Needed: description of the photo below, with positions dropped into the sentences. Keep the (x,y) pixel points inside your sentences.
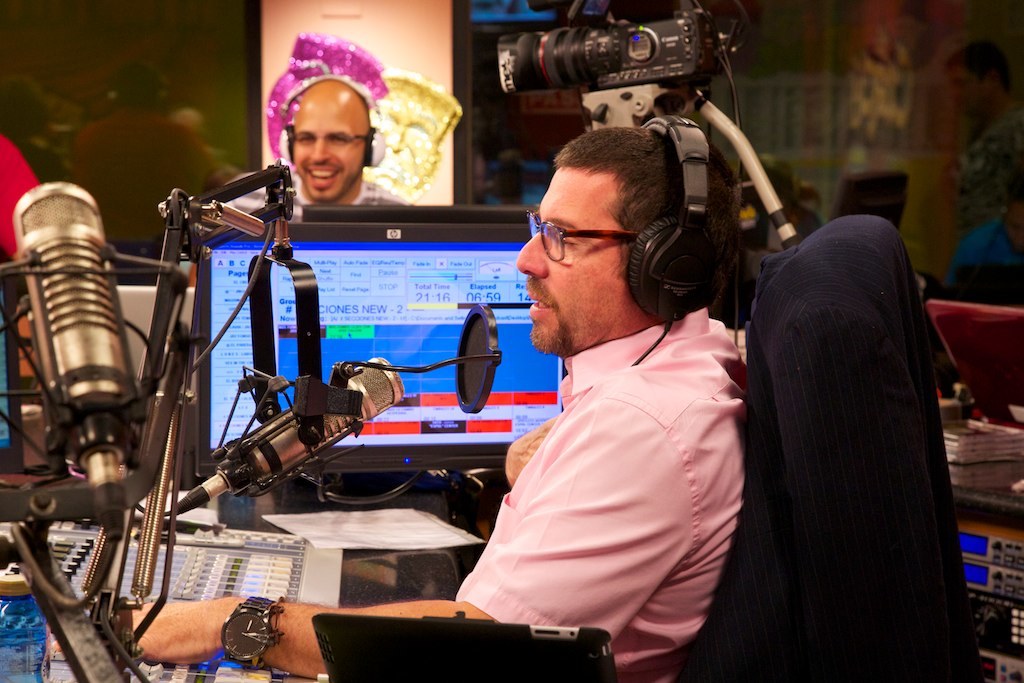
In this picture there is a man (562,441) sitting and talking. In the foreground (245,445) there are microphones (284,468) and there are devices (164,679), papers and computers (354,324) on the table (304,500). At the back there is a man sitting and smiling. On the right side of the image (977,542) there are objects (963,483) on the table (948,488) and there is a man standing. At back there might be people (1008,248).
